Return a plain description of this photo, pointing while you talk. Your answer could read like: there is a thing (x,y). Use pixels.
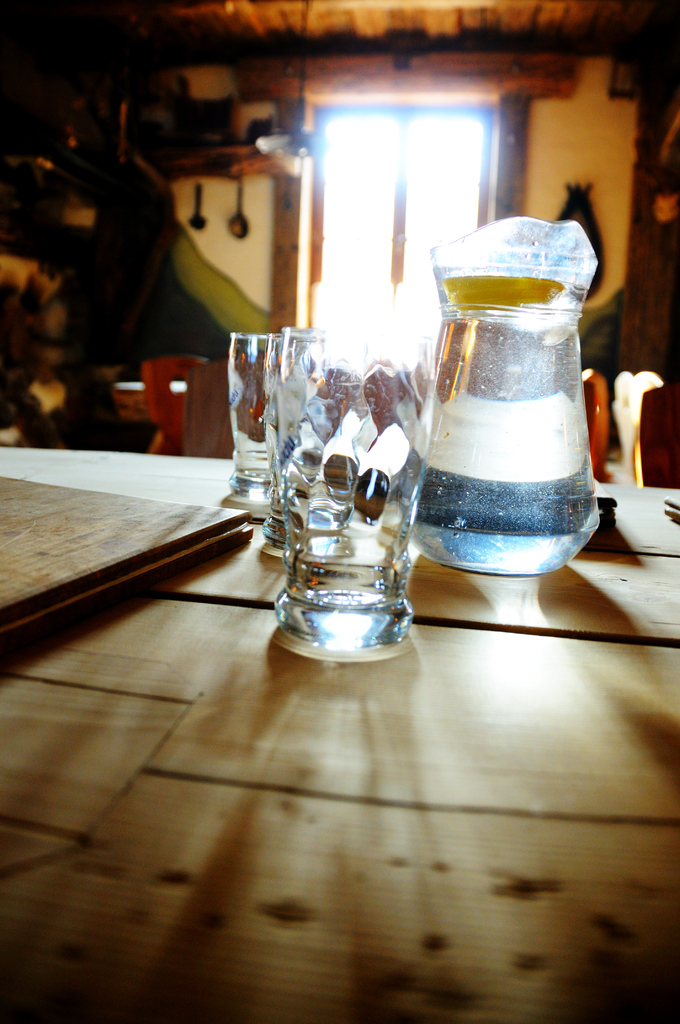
In this image in the middle (317,677) there is a table (363,820) on that there is a glass (374,552), book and jar (478,392). In the background (350,208) there is a window (389,219) and wall (566,160).
